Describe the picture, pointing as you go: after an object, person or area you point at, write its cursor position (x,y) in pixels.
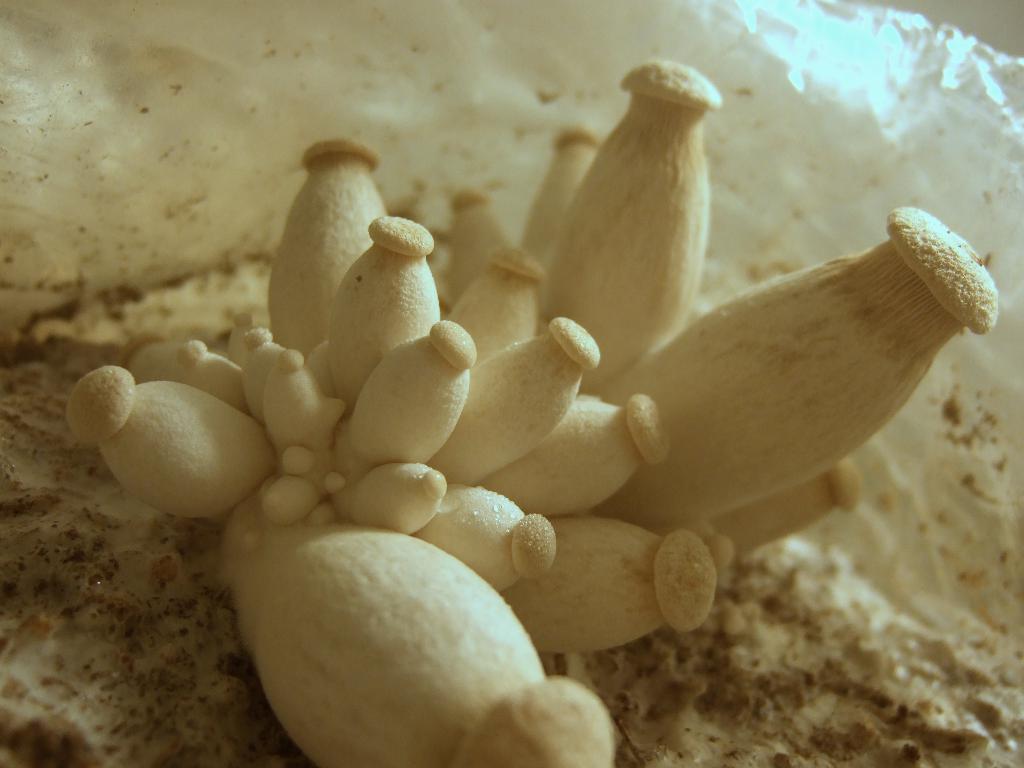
In this image we can see the mushrooms (542,371) on the ground (697,669) and in the background (760,87) it looks like an ice (325,97).
